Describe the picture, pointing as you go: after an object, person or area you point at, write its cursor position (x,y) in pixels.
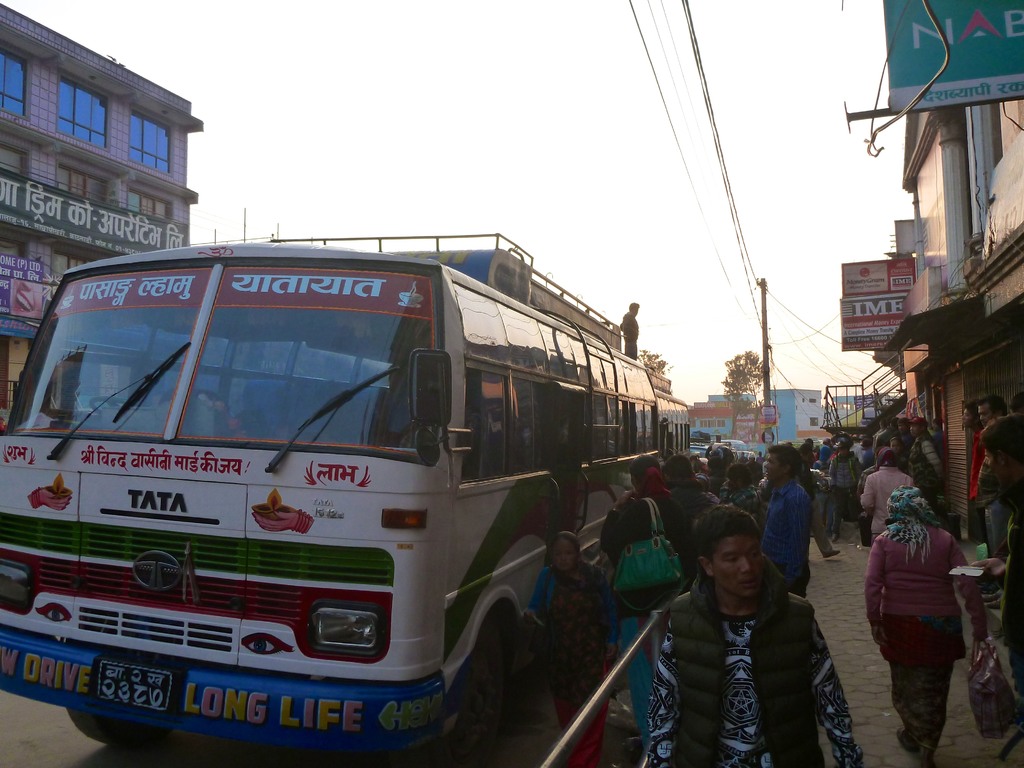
In this image there are group of persons (783,531) standing and walking. In the center (374,506) there is a bus (334,542) with some text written on it. On the right side (867,283) there are boards (883,274) with some text (954,97) written on it and there is a building (950,292). In the background (791,426) there are buildings (754,420) and there is a tree (750,359) and there is a pole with wires (693,186). On the left side (106,190) there is a building (109,201) with boards (84,218) and on the boards (30,279) there are some texts (103,229) written on it.
